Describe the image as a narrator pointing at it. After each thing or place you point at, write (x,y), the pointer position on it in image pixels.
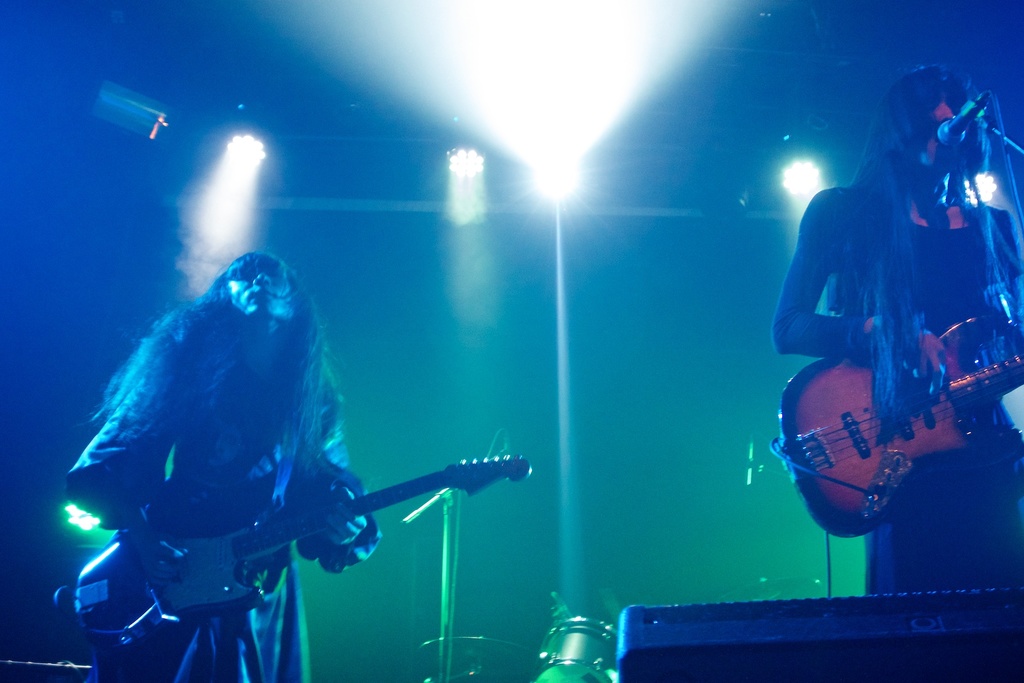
In the picture I can see two women (969,248). I can see a woman (827,189) on the right side (981,256) is playing the guitar (1007,376) and she is singing on a microphone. There is another woman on the left side (151,497) playing the guitar (313,524). I can see the snare drum musical instrument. There is a lighting arrangement (249,145) at the top of the picture (246,175).
